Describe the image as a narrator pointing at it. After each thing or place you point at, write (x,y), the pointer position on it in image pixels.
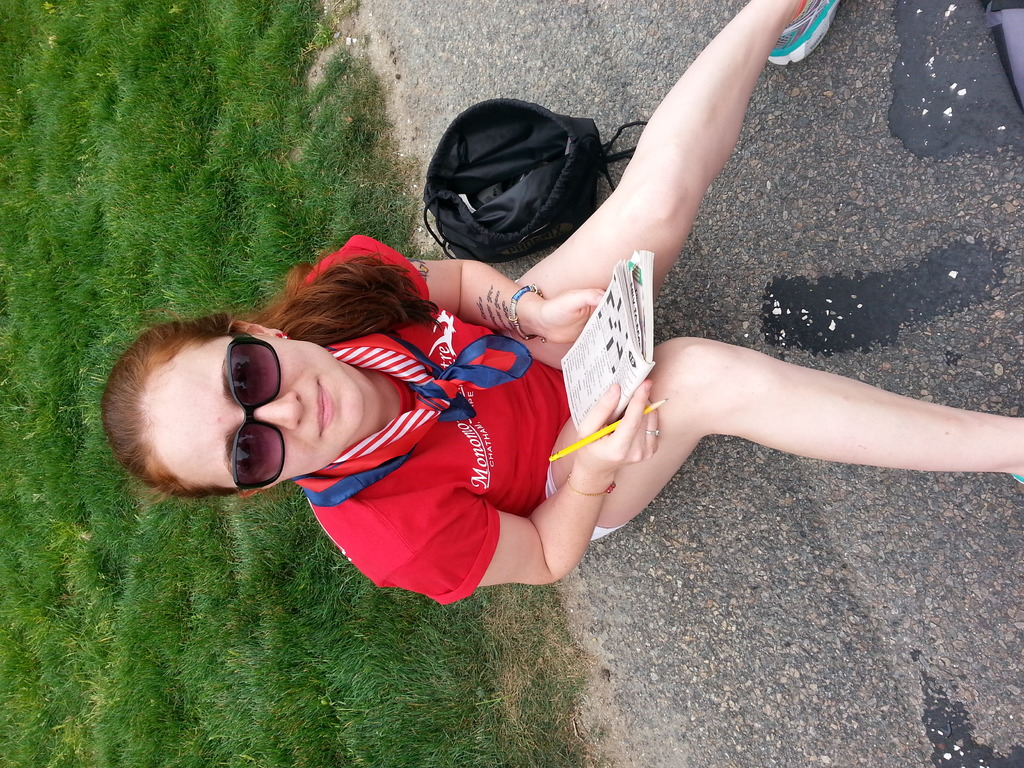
In this image in the center (531,388) there is one woman (443,402) who is sitting and she is holding a book (605,358) and a pen (661,402), beside her there is one bag (531,149). On the left side (78,399) there is grass (360,606), on the right side (872,640) there is a walkway (801,257).
